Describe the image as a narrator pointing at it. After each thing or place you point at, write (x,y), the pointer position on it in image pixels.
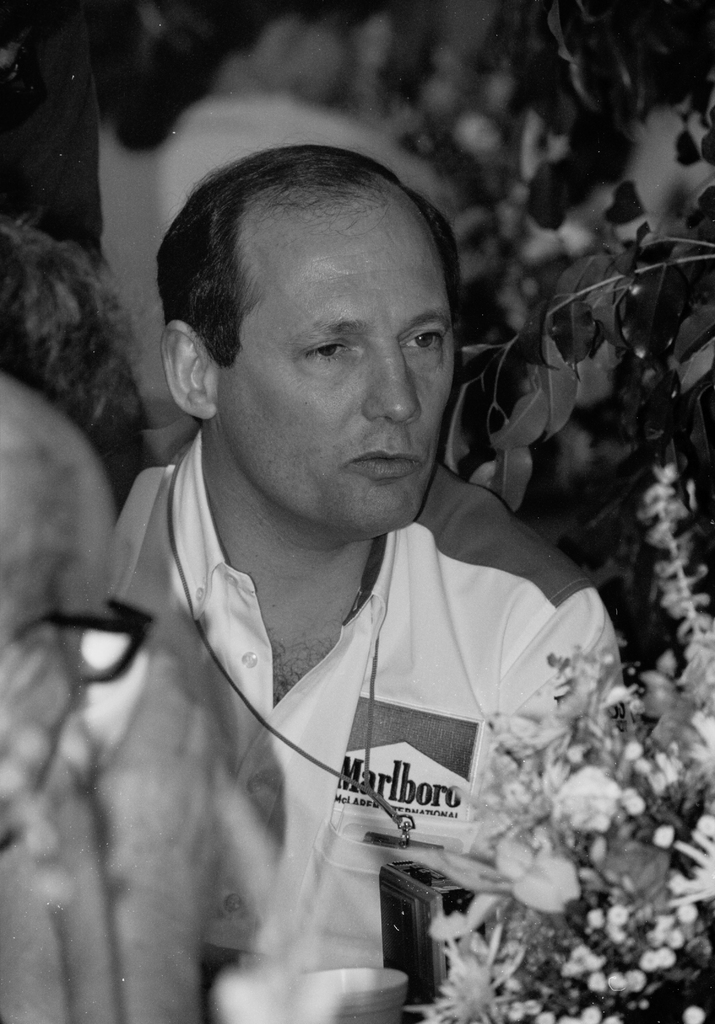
This is black and white image where we can see a man (394,643). He is wearing t-shirt (394,643). Right side of the image (667,762) bouquet (559,918) and leaves (614,312) are there. At the bottom of the image (355,986) we can see cups (375,1008) and one square things (402,918). At the left bottom of the image (53,896), it seems like one person (37,705) is there.
